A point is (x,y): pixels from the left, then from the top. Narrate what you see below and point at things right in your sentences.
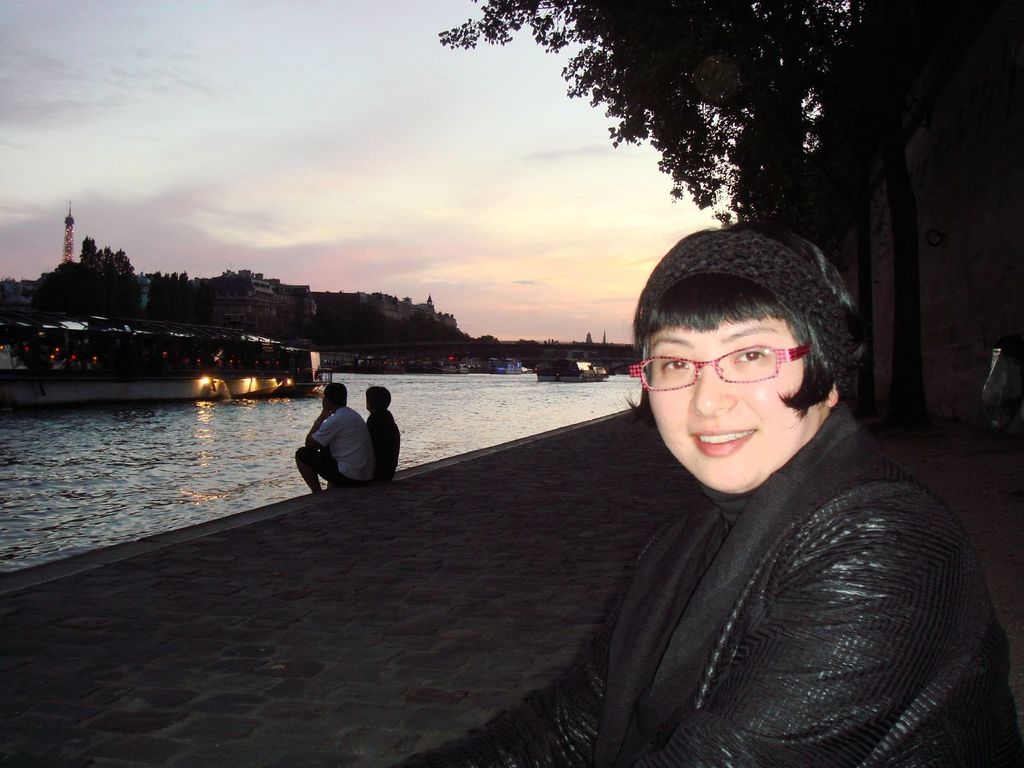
In this picture we can see a woman (656,635) wore a spectacle (799,354) and smiling, two people (343,428) sitting on a path (356,546), trees (687,136), lights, buildings (237,297), ships (588,373) on water (272,422), tower (68,225) and in the background (205,202) we can see the sky (486,216) with clouds (189,259).
